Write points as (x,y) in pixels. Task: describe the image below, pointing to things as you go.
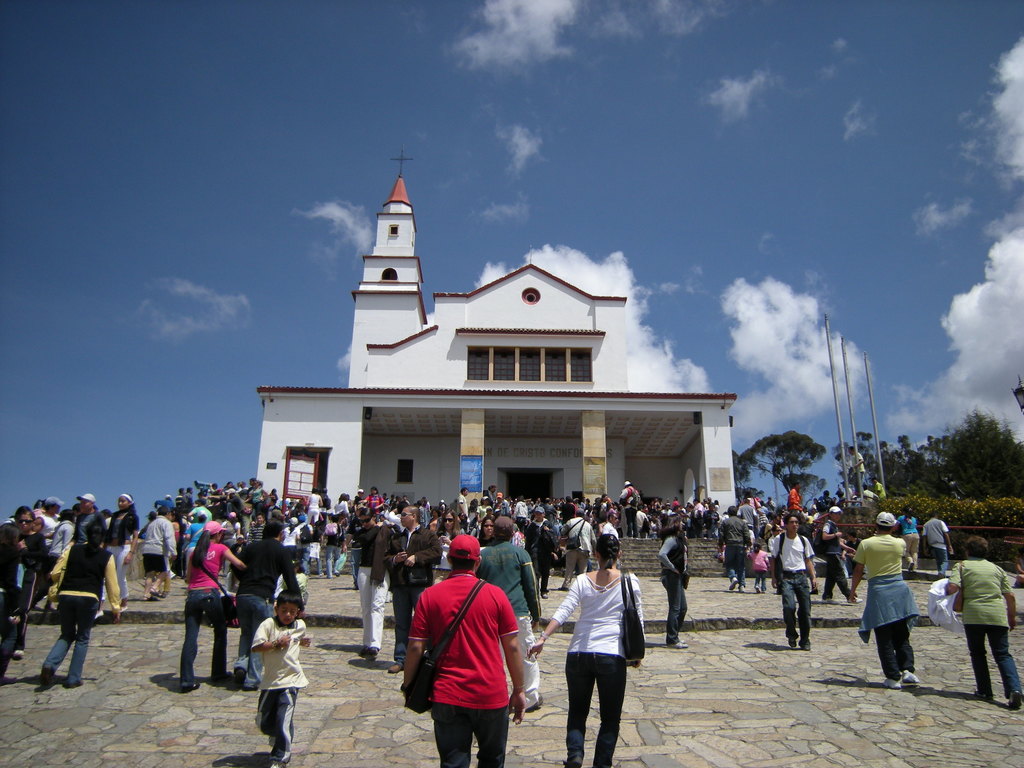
In this image, we can see a crowd (170,565). There are trees (894,469) and poles (880,458) on the right side of the image (890,466). There is a building (710,427) in the middle of the image (384,434). In the background of the image (334,116), there is a sky (853,303).
